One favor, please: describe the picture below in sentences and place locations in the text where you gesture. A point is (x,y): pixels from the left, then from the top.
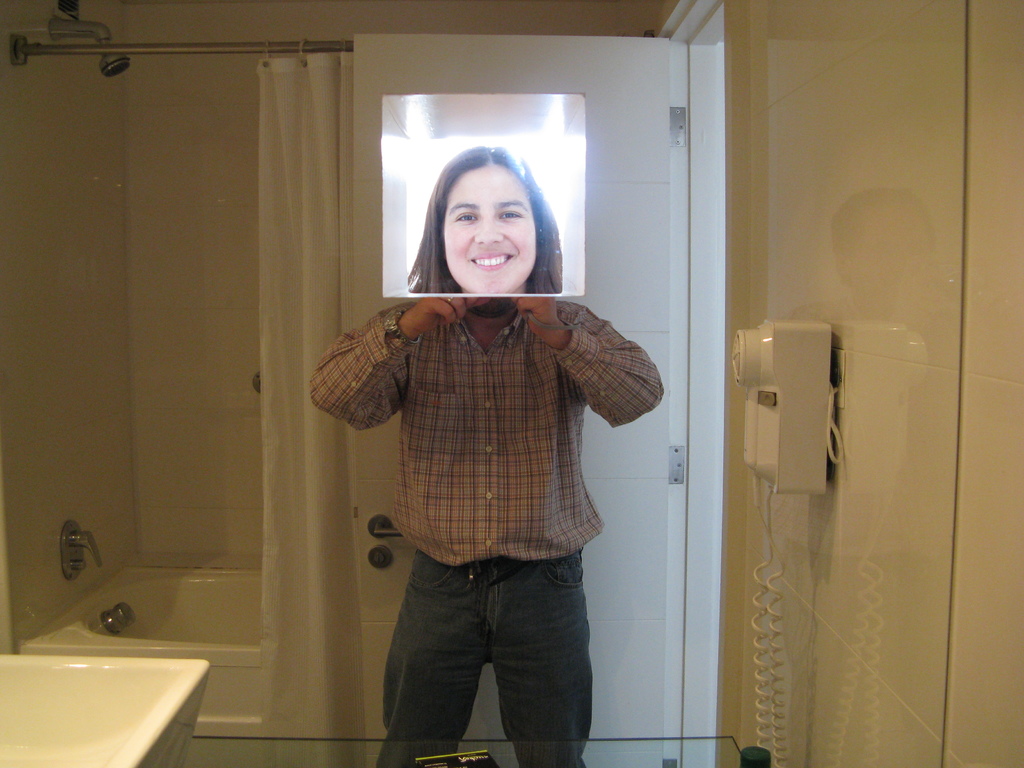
In this picture we can see a man (505,528) standing in the washroom (534,217) and holding the girl photo (483,250) and keeping on this face (469,277). In the front (72,697) we can see wash basin (147,662). Behind there is a bathtub (229,599) and curtain (292,604).
